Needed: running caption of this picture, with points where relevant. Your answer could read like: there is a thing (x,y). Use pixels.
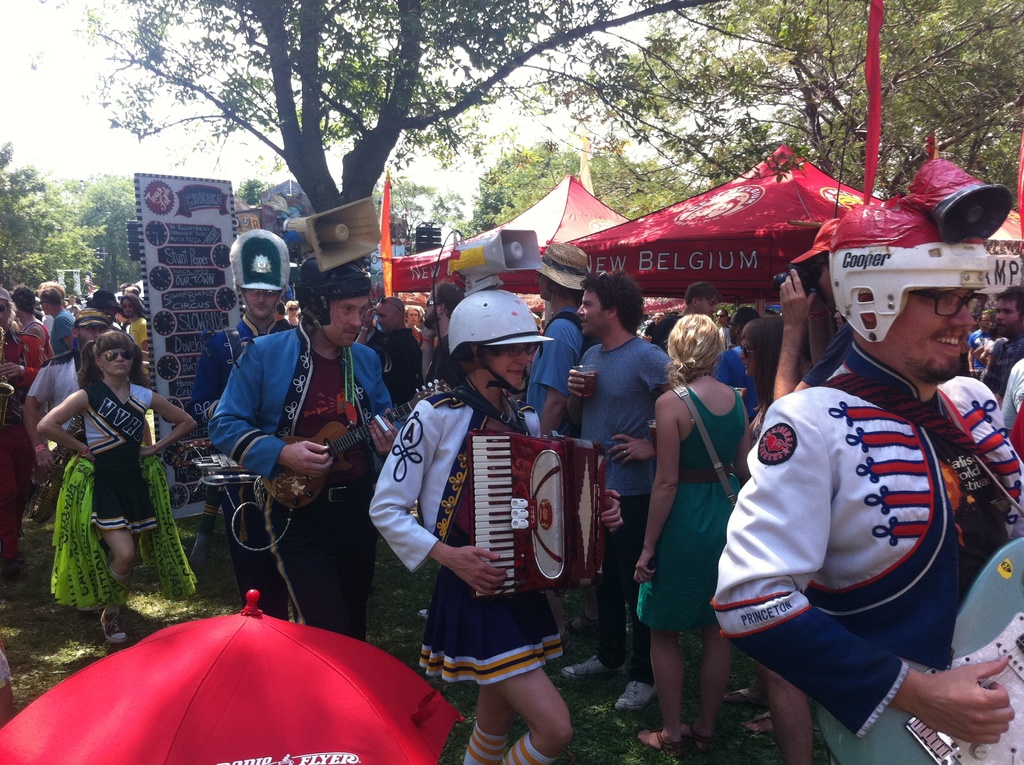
There are people (603,357) and these three people (408,493) playing musical instruments (989,749). We can see speakers (358,221), board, umbrella (194,652), tents (419,279) and grass (168,603). In the background (502,54) we can see trees (60,243) and sky (446,178).
